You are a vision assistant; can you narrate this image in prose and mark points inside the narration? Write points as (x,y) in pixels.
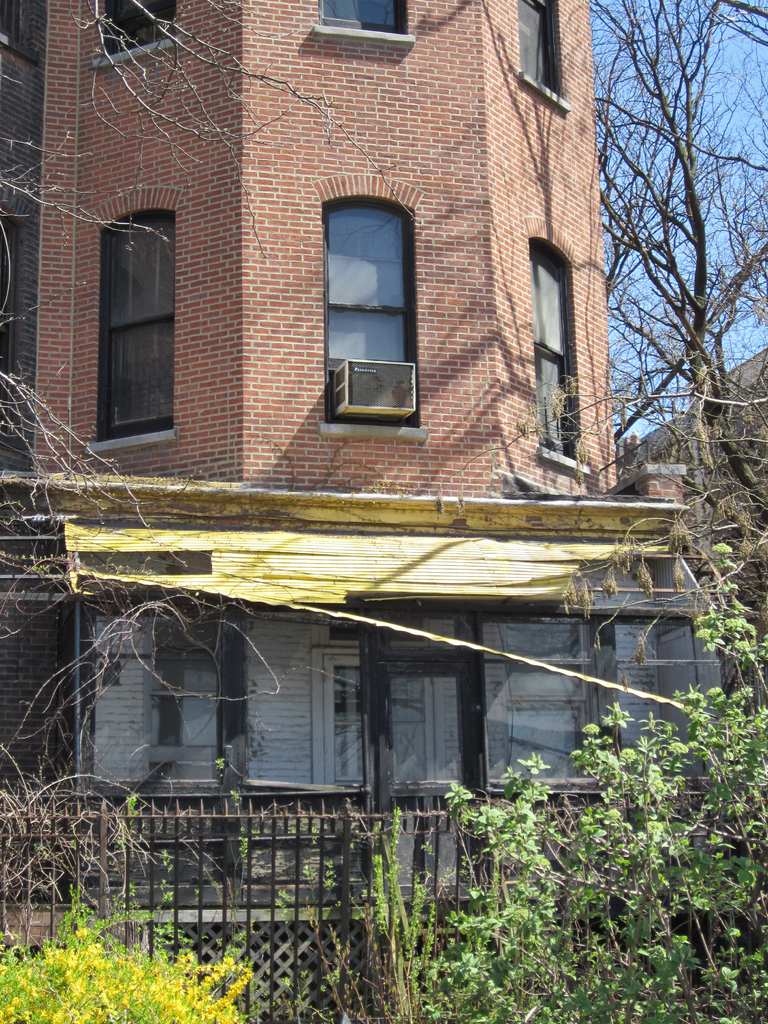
In the center of the image (352,485) we can see a building (383,303), windows (368,356), air conditioner (360,407), door (387,680) are present. At the bottom of the image (384,974) we can see fencing (349,862) and some plants (560,934) are there. On the right side of the image (682,392) a tree (682,300) is present. At the top of the image (741,88) sky (734,97) is there.
